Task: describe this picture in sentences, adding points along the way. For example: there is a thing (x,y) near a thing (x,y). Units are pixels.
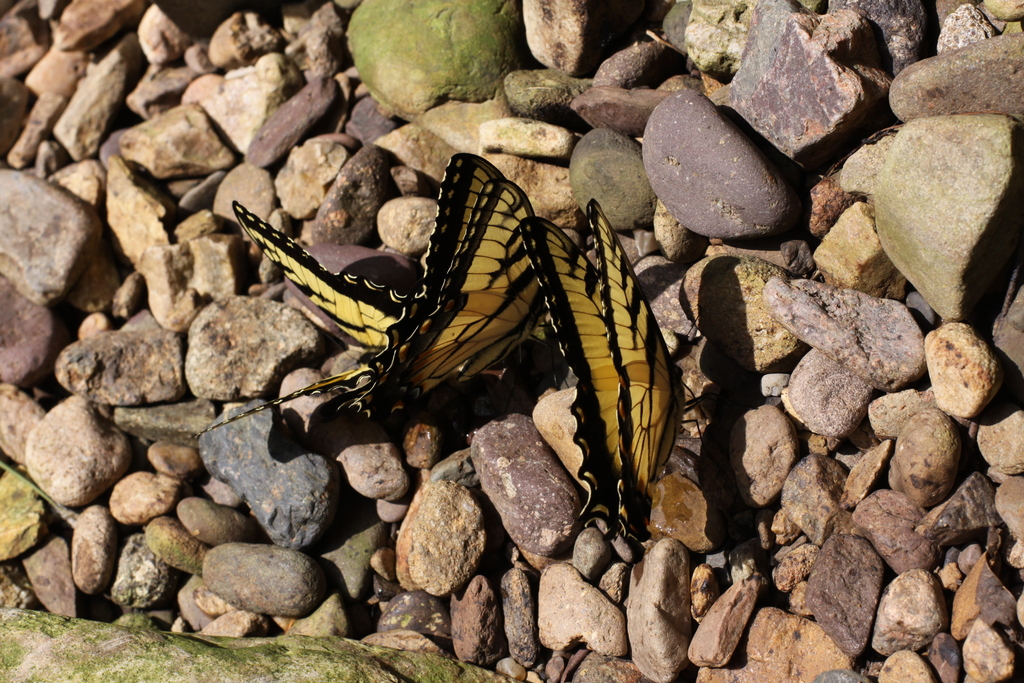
On these rocks (293,36) there are butterflies (493,308). These butterflies (430,342) are in yellow and black color.
